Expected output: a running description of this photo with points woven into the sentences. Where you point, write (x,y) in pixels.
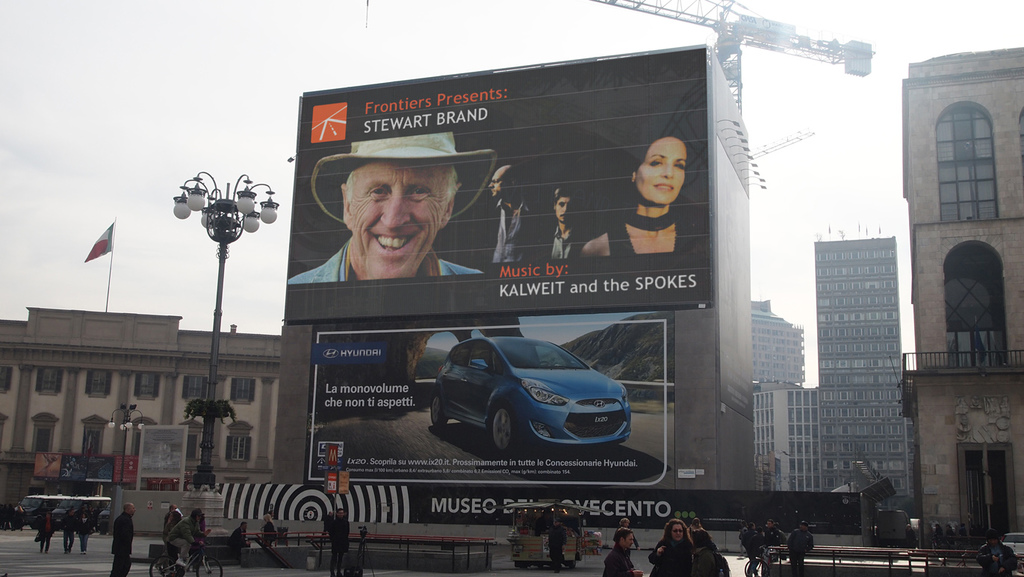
In this image we can see so many buildings (259,355), there are some windows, lights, poles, vehicles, people (676,554), grille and boards (383,93) with text (391,109) and images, also we can see a flag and in the background (148,39), we can see the sky (820,5).
